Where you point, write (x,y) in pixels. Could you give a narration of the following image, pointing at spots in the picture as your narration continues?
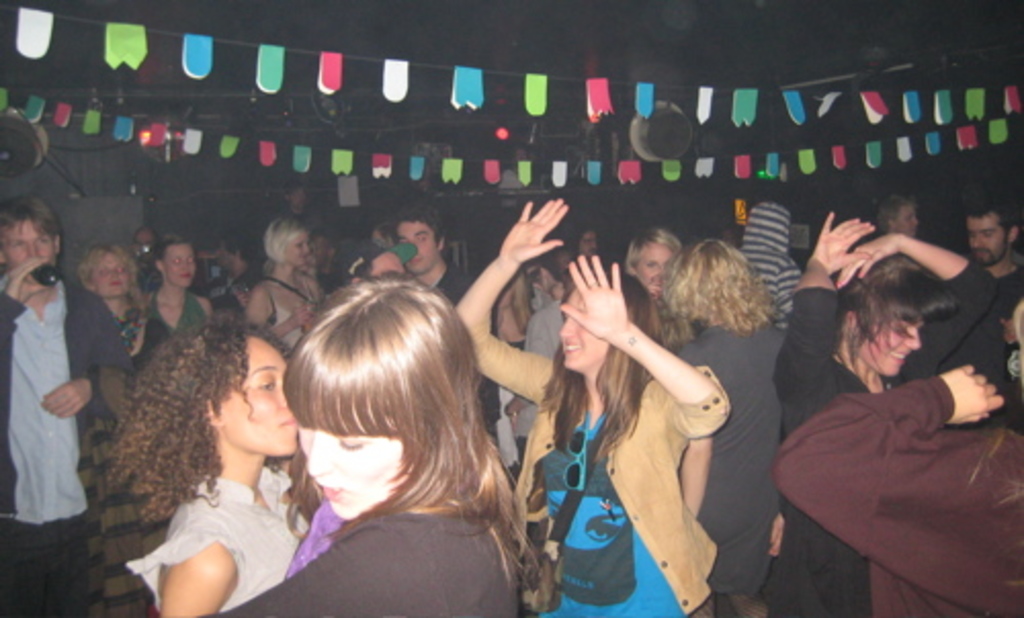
In this image I can see group of people (450,351) among them this man (49,333) is holding a bottle (51,269) in the hand (21,282) and some are dancing. The background of the image (600,38) is dark.
